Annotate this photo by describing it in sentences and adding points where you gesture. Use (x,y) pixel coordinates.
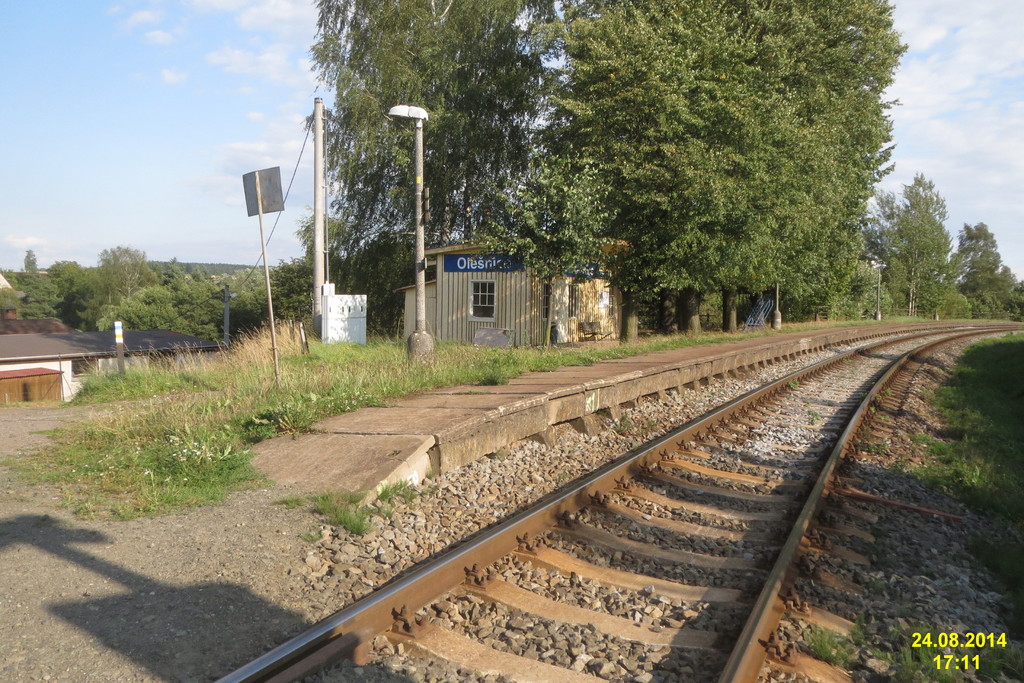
As we can see in the image there is a railway track (728,599), street lamps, houses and trees (518,254). On the top (283,127) there is sky (237,97) and clouds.
